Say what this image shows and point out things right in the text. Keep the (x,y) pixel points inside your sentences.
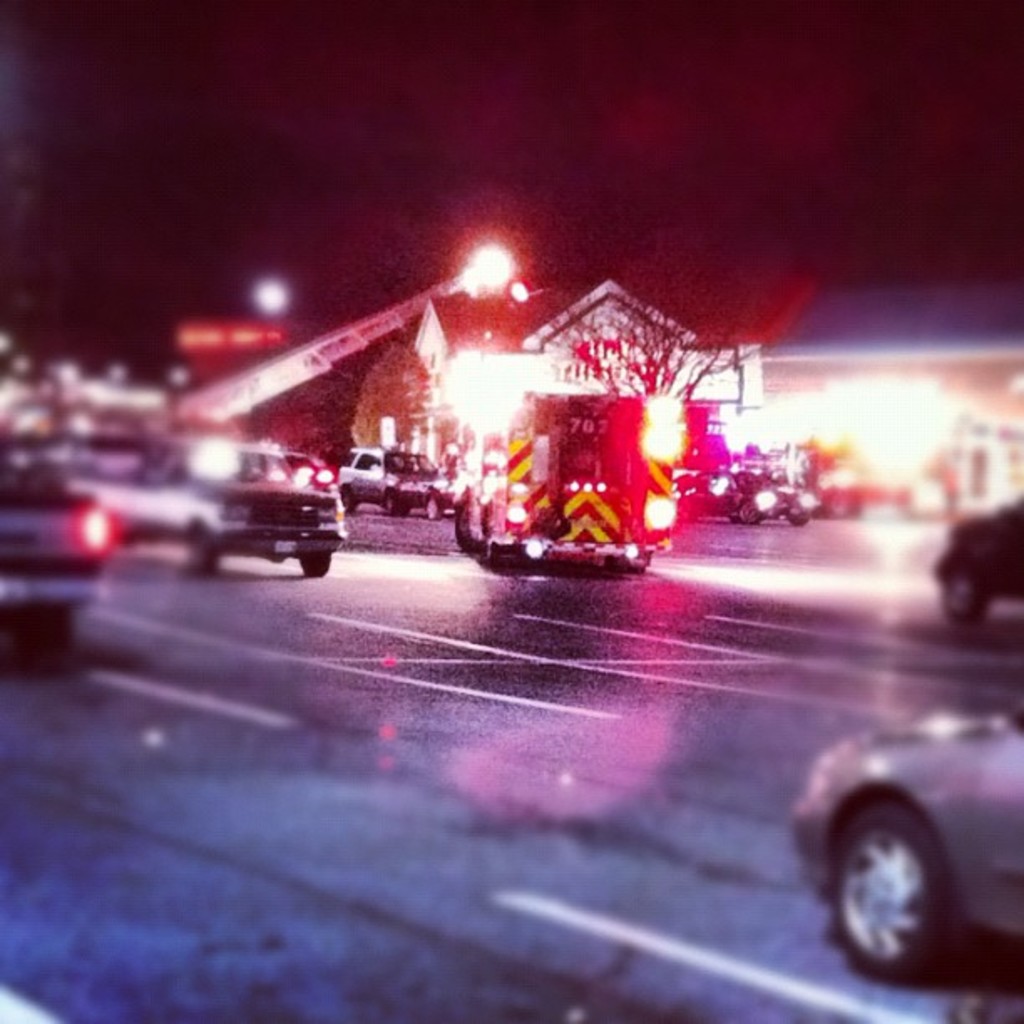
In this picture there are vehicles (208,516) on the road (571,902). At the back (631,325) there are buildings (649,320) and trees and there is a crane (293,386). At the top (621,107) there is sky (577,107). At the bottom (559,898) there is a road (461,871).
